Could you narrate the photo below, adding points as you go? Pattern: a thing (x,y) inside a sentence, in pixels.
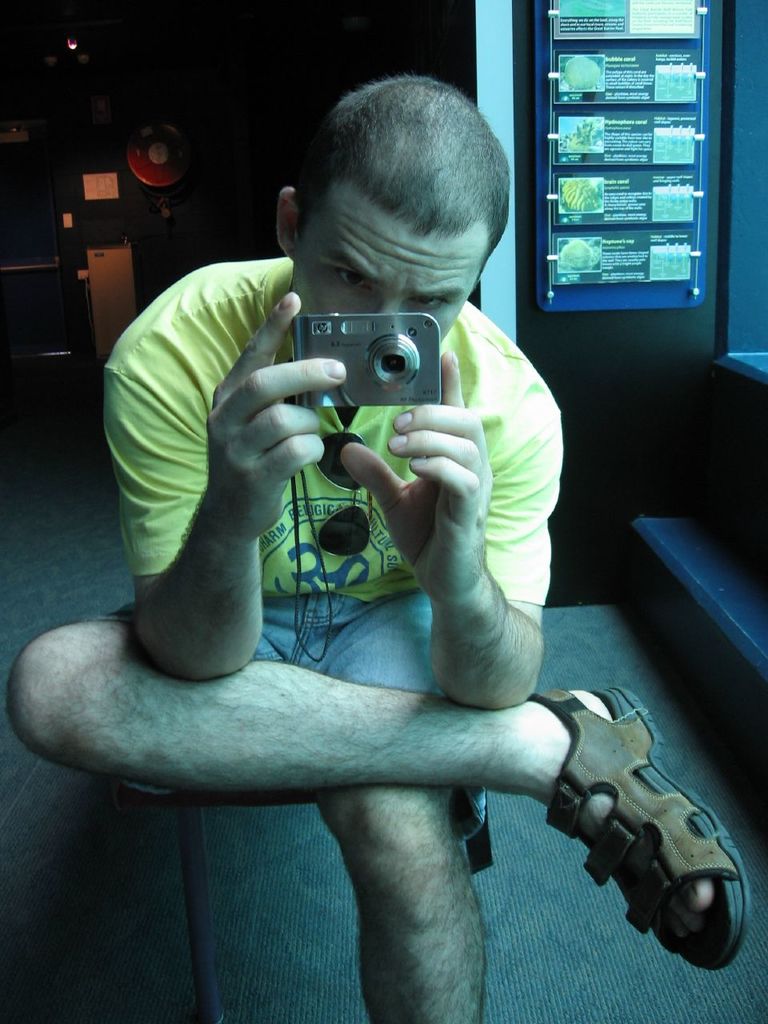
There is a man (356,596) sitting here on the chair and holding camera (385,379) in his hand (360,450).
